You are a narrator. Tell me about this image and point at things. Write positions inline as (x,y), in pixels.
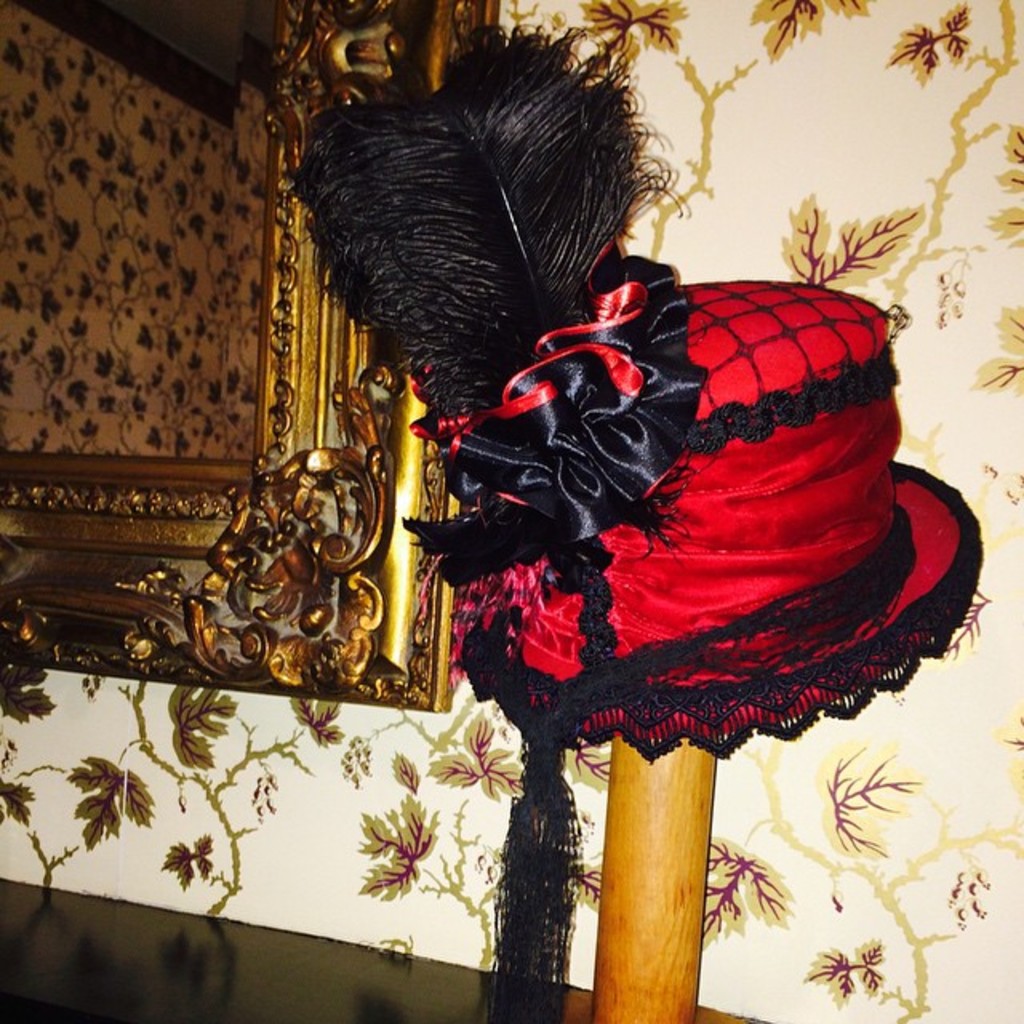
In this picture there is a hat (742,568) which is kept on the stick (640,813). At the bottom (284,964) there is a table (227,1016). In the top left (54,247) there is a mirror (262,375) which is hanged on the wall (674,170).
